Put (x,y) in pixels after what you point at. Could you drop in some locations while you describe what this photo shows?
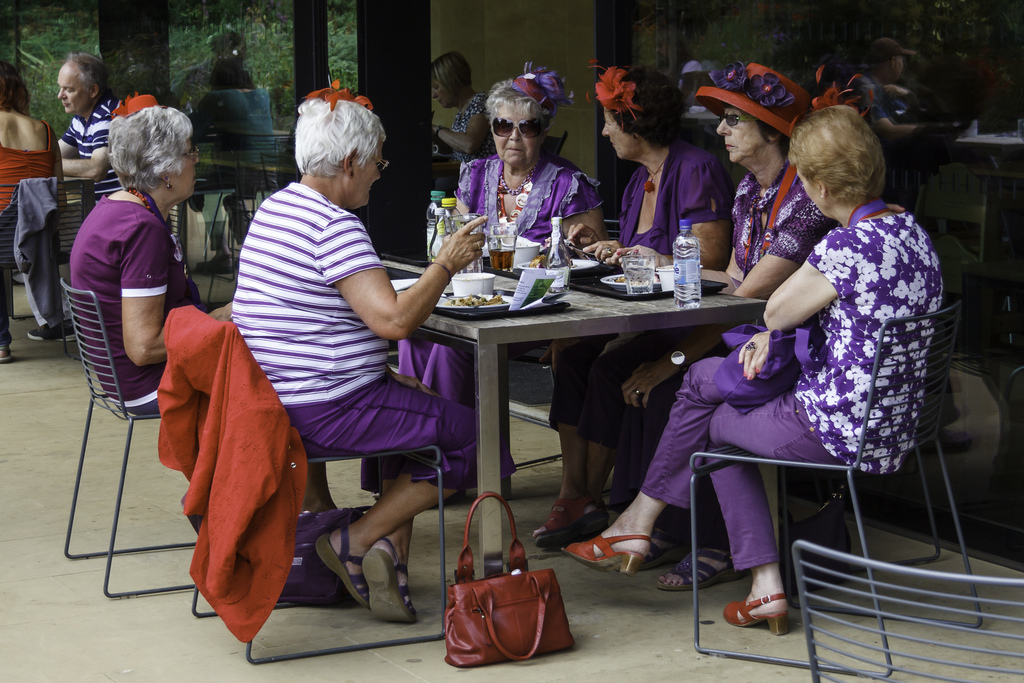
In this image there are group of people (470,380) sitting chair (936,620) near the table (472,340), and there are cup (458,286), plate (469,306), glass (637,270), bottle (696,277) in table (704,321) and the background (216,55) there is building (276,5).
